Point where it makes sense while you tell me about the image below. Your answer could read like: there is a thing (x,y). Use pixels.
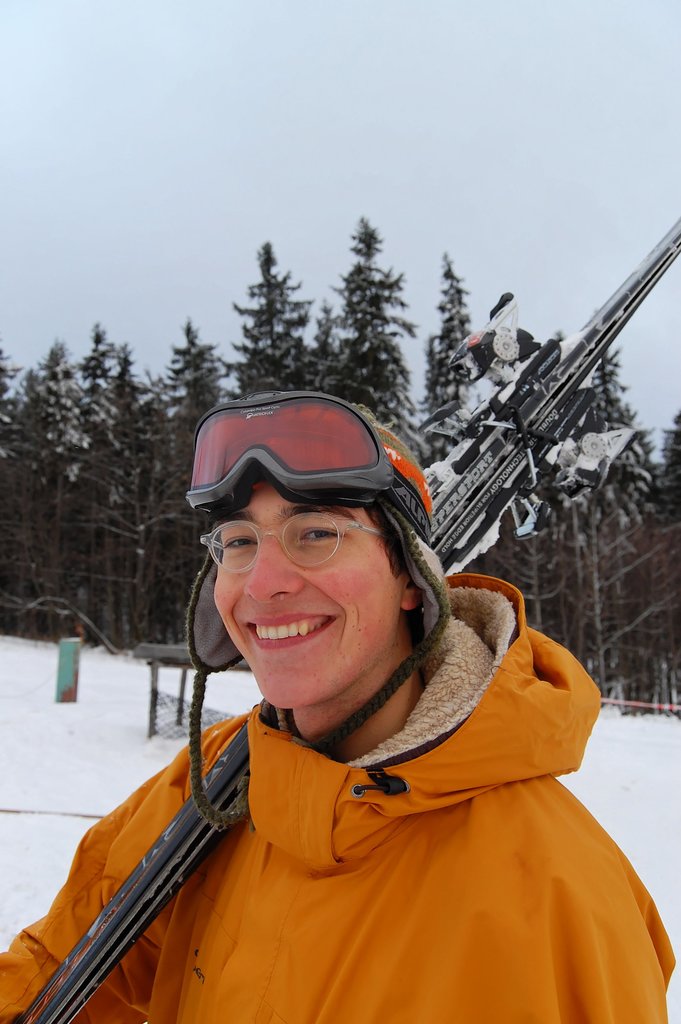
In this image we can see a person (348,565) smiling and holding a ski board (580,383). In the background (100,577) there are trees (68,611), snow (66,714) and sky (277,133).
